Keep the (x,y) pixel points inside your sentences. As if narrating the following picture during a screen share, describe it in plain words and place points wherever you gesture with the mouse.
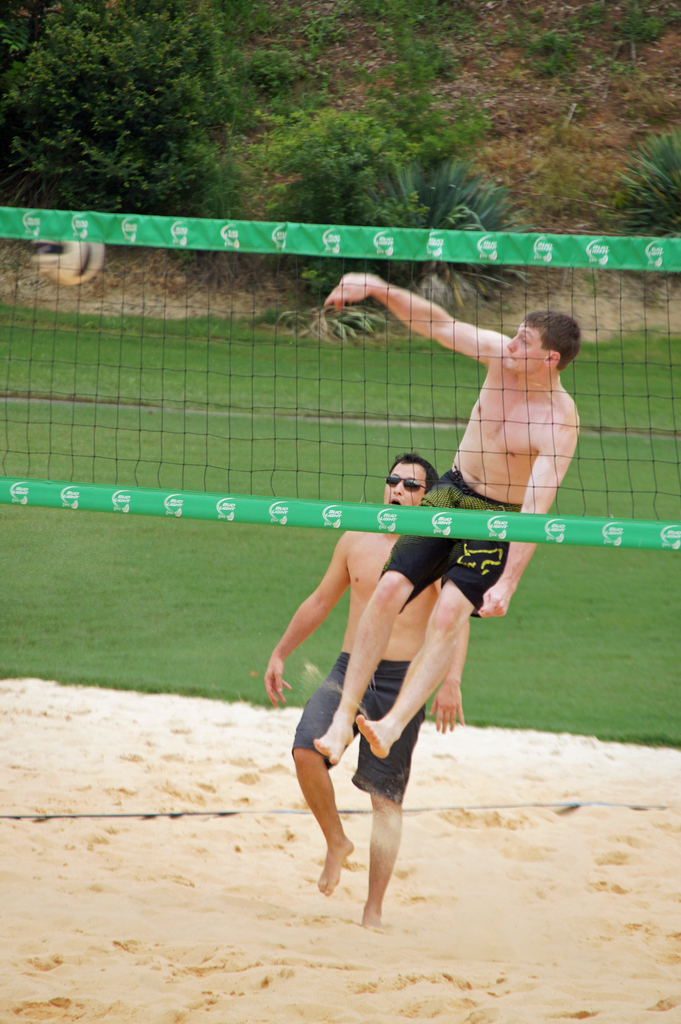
In this image, we can see people (459,667) and one of them is jumping. In the background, there are trees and we can see a net (252,395). At the bottom (174,798), there is ground (167,875) and sand (148,900).
